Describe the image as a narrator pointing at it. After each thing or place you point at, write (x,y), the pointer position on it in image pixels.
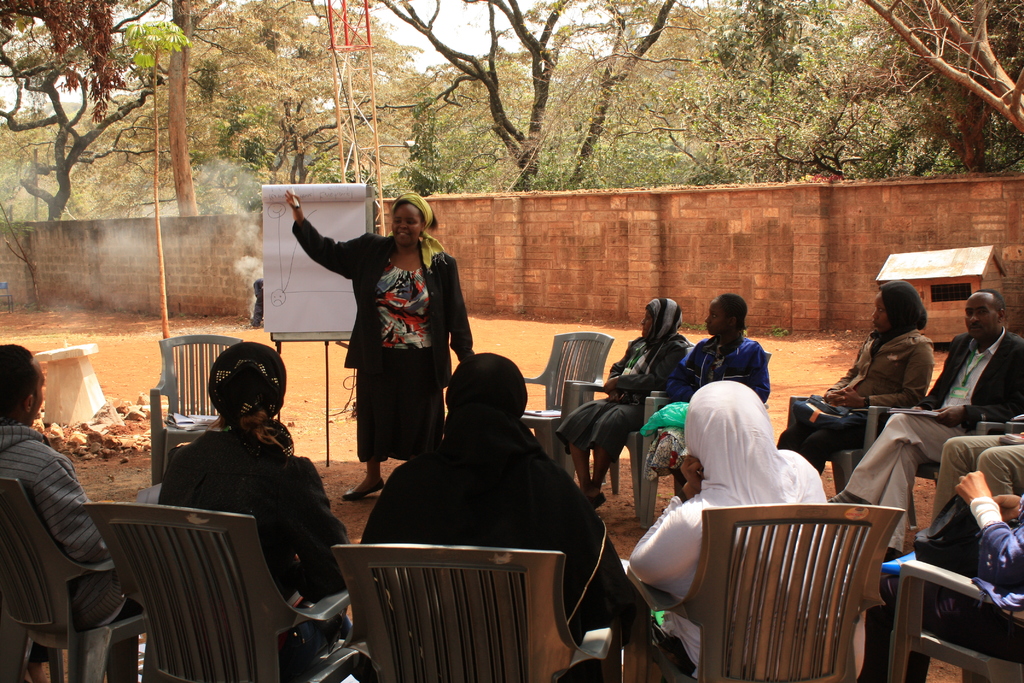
I can see in this image a group of people (286,582) are sitting on a chair (805,545) among them a person (399,410) standing on the ground (354,438). I can also see there is a board (298,282), few empty chairs (579,381) and a couple of trees (530,107).
